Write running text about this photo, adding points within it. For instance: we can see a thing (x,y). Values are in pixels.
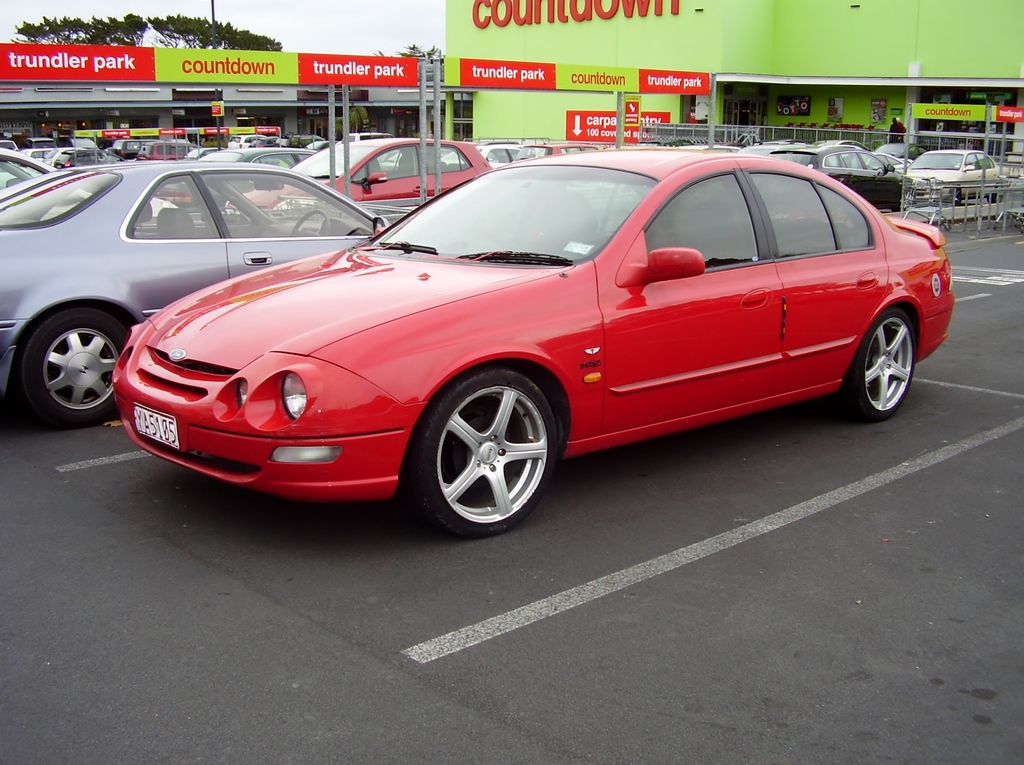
In this image we can see many vehicles (609,232) on the road (765,609). We can also see the barriers (963,206) and also buildings (642,62) with the hoardings (495,76). We can see some rods (423,191) and also a tree (225,36) in the background (100,35). We can also see the sky (267,27).
